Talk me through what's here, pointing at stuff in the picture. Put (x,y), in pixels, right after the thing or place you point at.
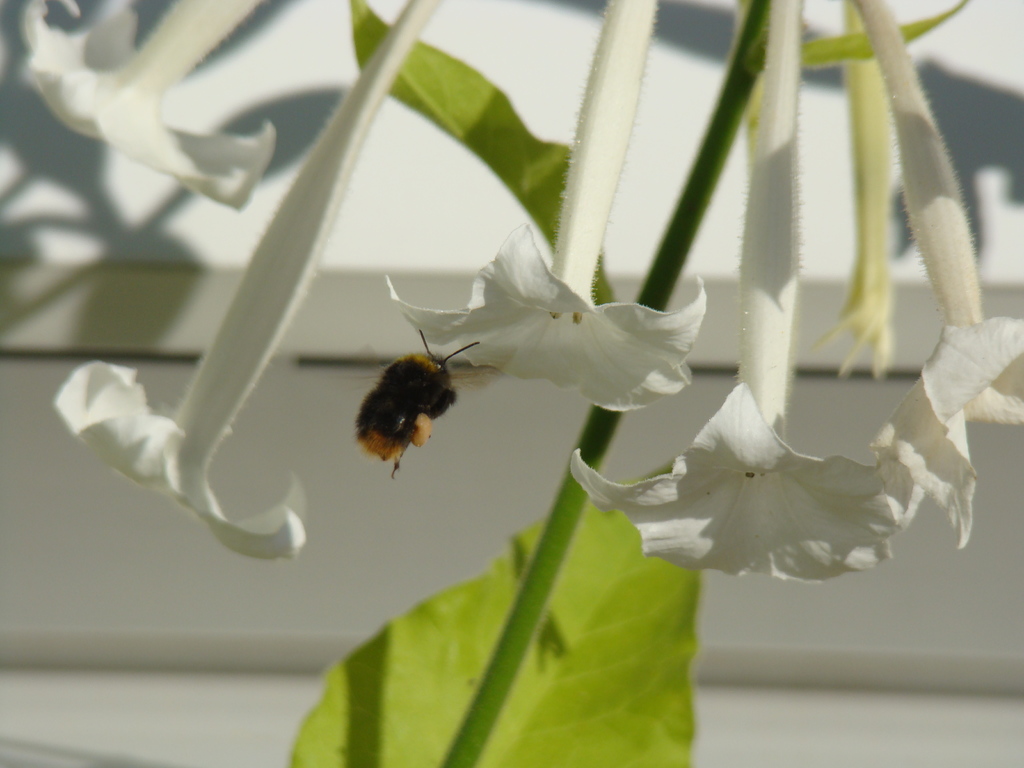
In the image we can see there is a bee (413,396) flying near the flower (568,286) and there are white colour flowers (555,337) on the plants (576,495). Background of the image (531,28) is little blurred.
